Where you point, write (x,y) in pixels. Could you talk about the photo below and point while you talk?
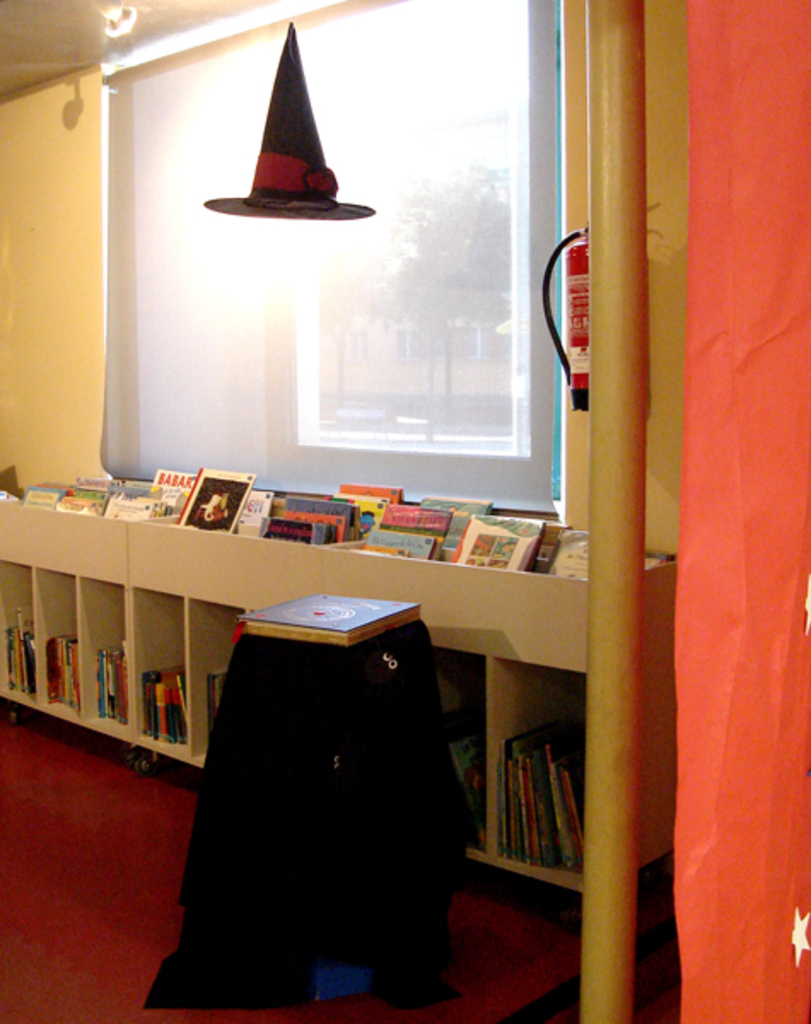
On the right side of the image (775,755) we can see one pole (596,796) and one orange color object (712,699). On the object (792,653), we can see star shape stickers (798,945). In the center of the image (369,651) we can see one stool (311,736), cloth (319,723) and book (341,624). In the background (340,332) there is a wall (76,232), roof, light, window (533,347), racks (2,590), books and a few other objects (571,308). Through the window (443,266), we can see one building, one tree (409,274), poles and a few other objects (425,403).
